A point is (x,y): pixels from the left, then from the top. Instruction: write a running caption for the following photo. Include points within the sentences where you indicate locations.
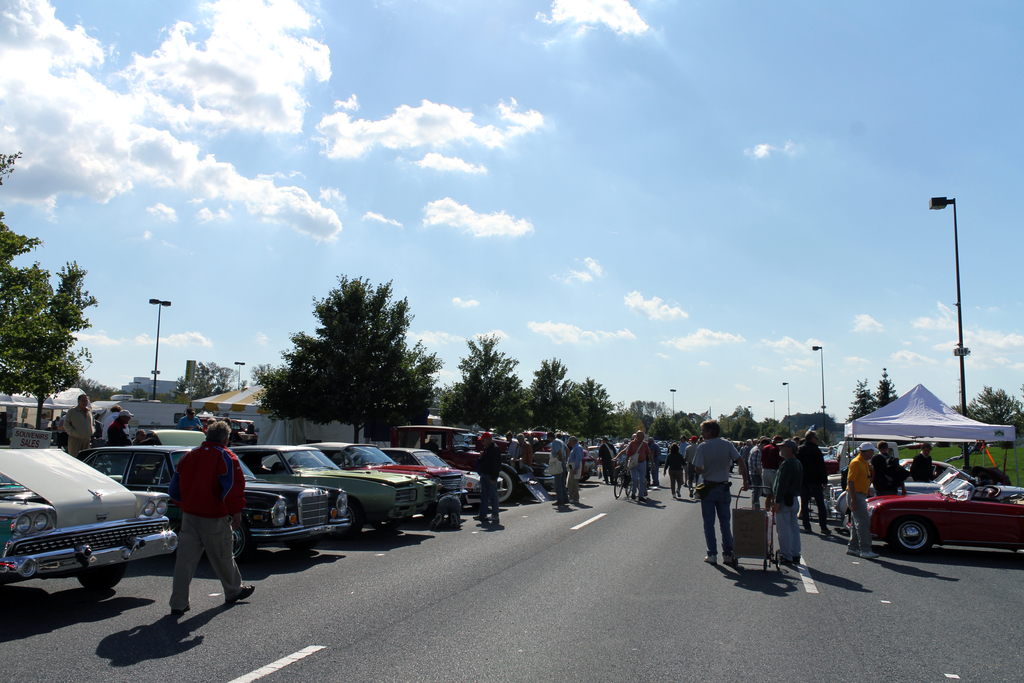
On the left side (18,340) there are many vehicles (278,465) and trees (360,411). There are many people (857,496) standing and walking. There is a road (461,563). In the back (133,386) there are buildings (161,381). On the right side (862,435) there are vehicles (897,514), tents (920,409) and light poles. In the background (408,151) there are trees (509,397) and sky (545,213) with clouds (120,117).
